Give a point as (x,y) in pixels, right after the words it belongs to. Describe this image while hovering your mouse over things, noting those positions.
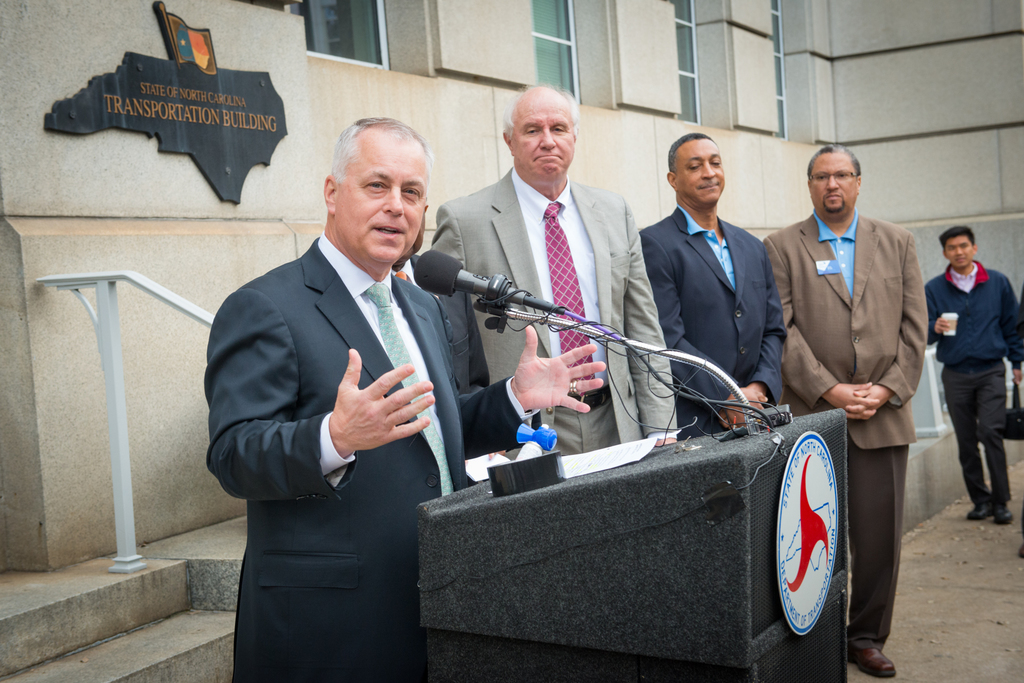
In this picture I can see few people (783,255) are standing among them one person (391,396) is standing and talking in front of the mike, side we can see one person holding a cup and walking, behind we can see a board (206,90) to the building (43,152).
